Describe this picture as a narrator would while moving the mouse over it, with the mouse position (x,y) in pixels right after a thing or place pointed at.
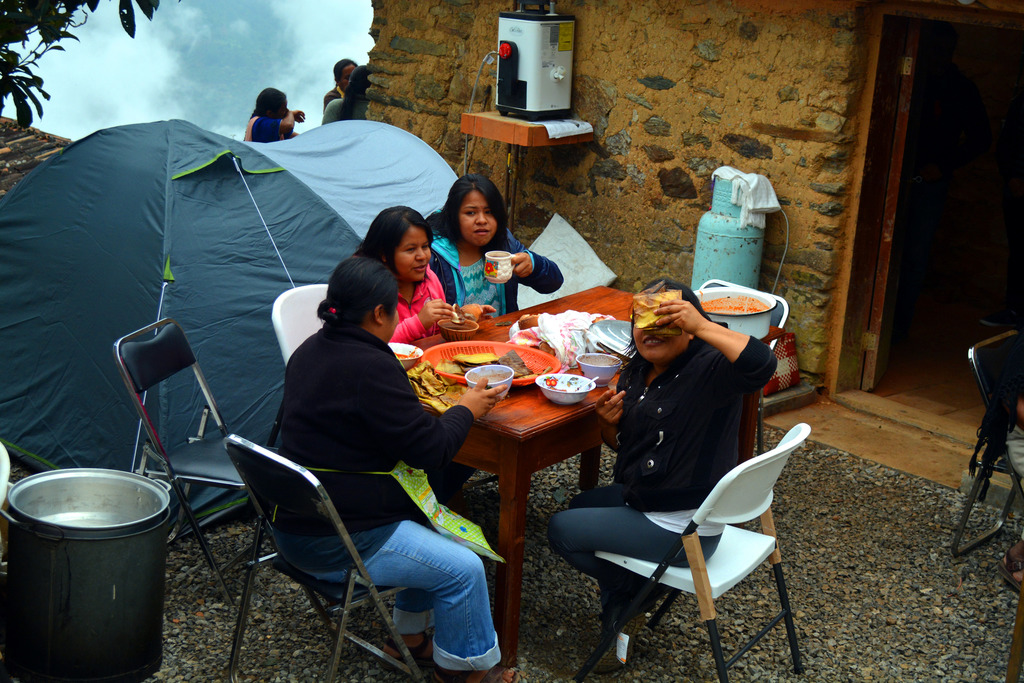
In this image there are few people (408,594) sitting on the chair (697,559). On the table (516,418) there is a bowl (575,380), food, spoon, cloth (568,354). At the back side (724,57) there is a house (749,89).
